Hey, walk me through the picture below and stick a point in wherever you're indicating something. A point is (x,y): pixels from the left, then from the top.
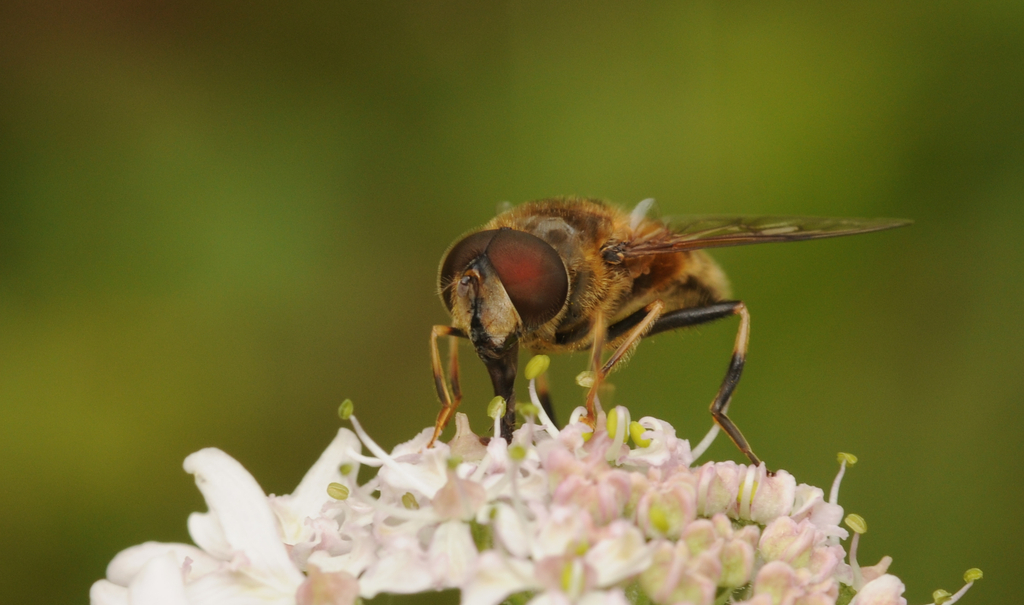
In this image there is a fly (625,347) on the flower (575,460).
